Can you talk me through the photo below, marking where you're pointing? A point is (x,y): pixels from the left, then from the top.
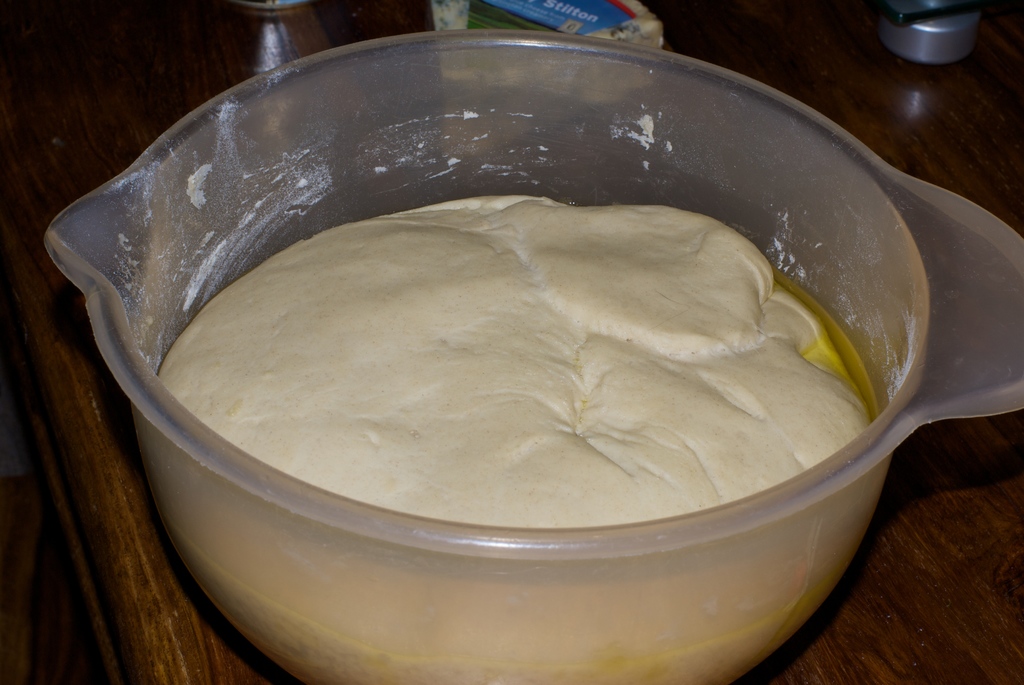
In this picture I can observe flour (356,495) mixed with oil (813,299) and water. This is placed in the white color bowl (164,338). This bowl (173,446) is placed on the brown color table (71,90).
